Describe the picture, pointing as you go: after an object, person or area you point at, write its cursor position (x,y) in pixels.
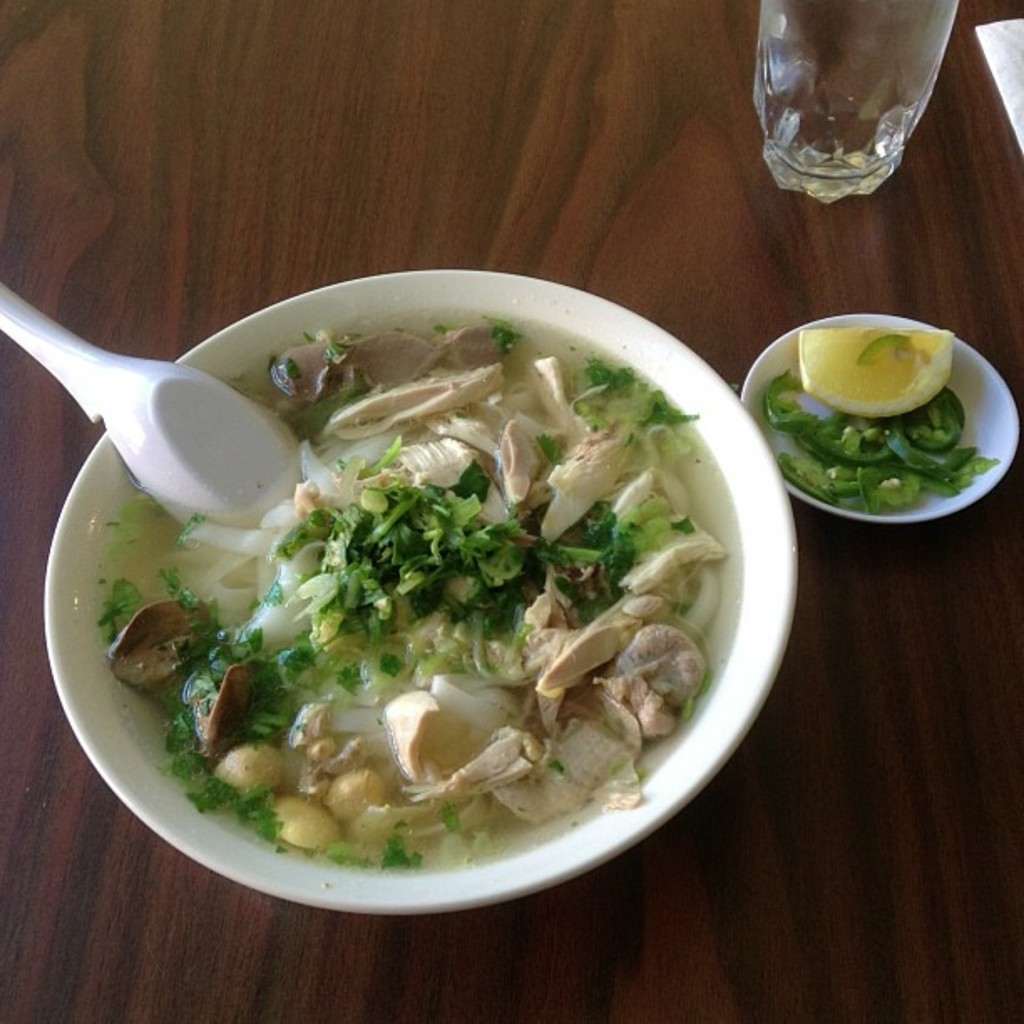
There are food items (574,451) and a white color spoon (255,487) in the water (372,448) which is in the white color bowl (747,621). This bowl (537,319) is on a wooden table (432,226) on which, there is a saucer (1001,399) which is having food items (895,375) and there is a glass (876,36).
